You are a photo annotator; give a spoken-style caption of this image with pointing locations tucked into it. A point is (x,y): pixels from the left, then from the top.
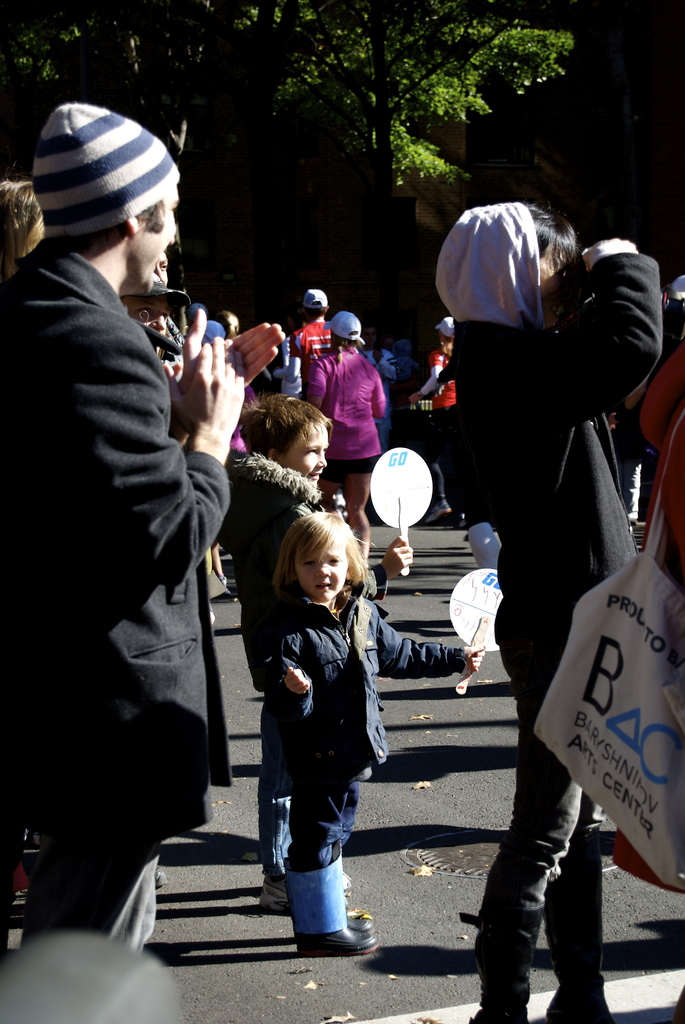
In the image we can see there are people (251,439) standing on the road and behind there are trees (365,110).
